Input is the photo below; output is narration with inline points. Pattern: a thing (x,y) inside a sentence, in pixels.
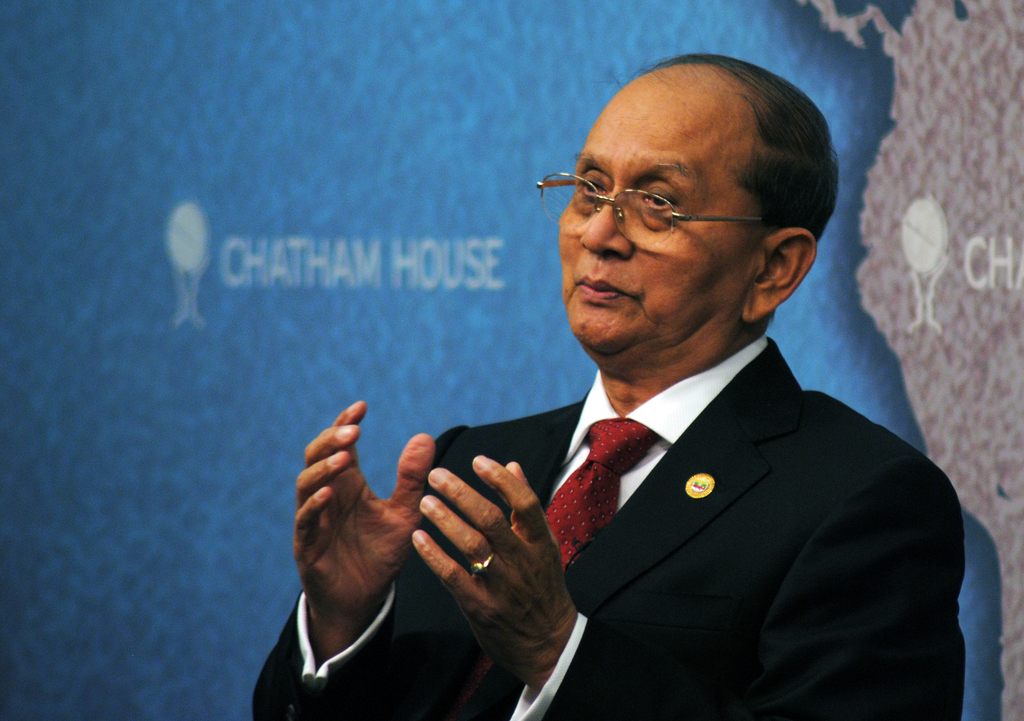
In this image there is a man (649,487), he is wearing a suit (623,513) and a tie (612,513), in the background (892,43) there is a map (919,72).
